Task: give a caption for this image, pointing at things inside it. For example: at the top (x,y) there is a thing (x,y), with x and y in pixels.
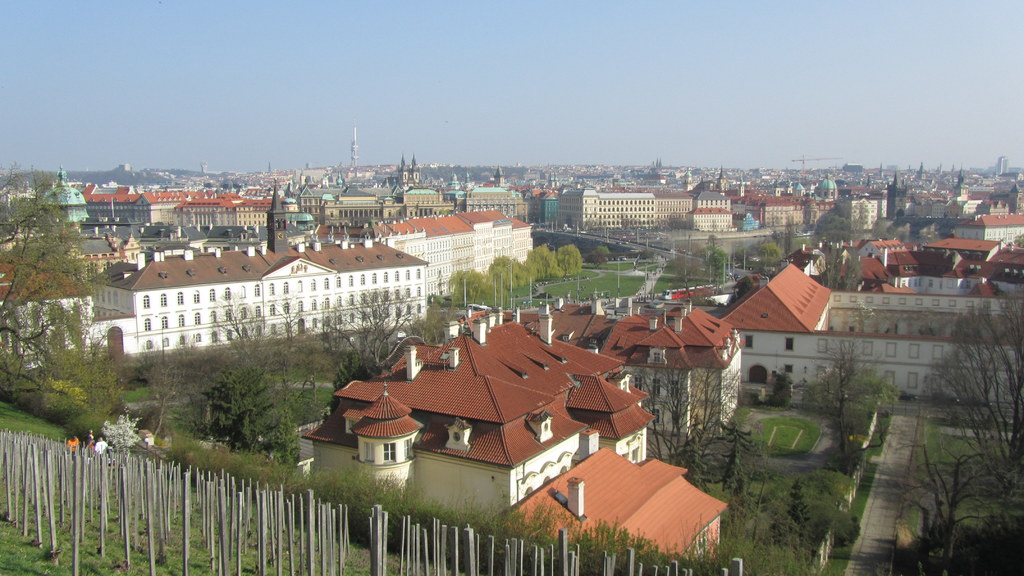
In the image we can see there are many buildings (381,299) and windows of the building (203,314), there are poles (149,515), grass (215,517), trees (734,436), building crane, a path (646,269) and a pale blue color sky (459,86). We can see there are even people (90,436) wearing clothes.
